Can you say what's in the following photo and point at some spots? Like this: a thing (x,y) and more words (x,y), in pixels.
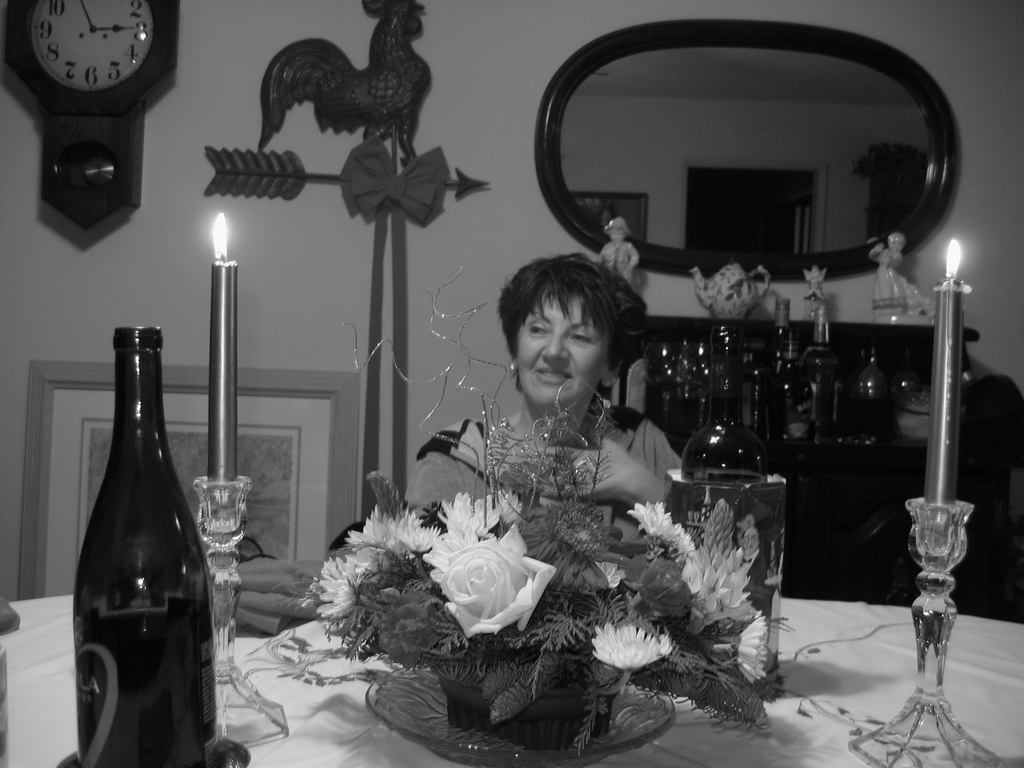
In this picture we can see a woman (456,451) sitting and smiling and in front of her on the table (975,672) we can see a bottle (151,520), candles (937,404), flowers (652,527) and in the background (37,6) we can see the clock (29,40), mirror (663,198), tea pot (728,271), toys (906,305) and a frame (70,369).
